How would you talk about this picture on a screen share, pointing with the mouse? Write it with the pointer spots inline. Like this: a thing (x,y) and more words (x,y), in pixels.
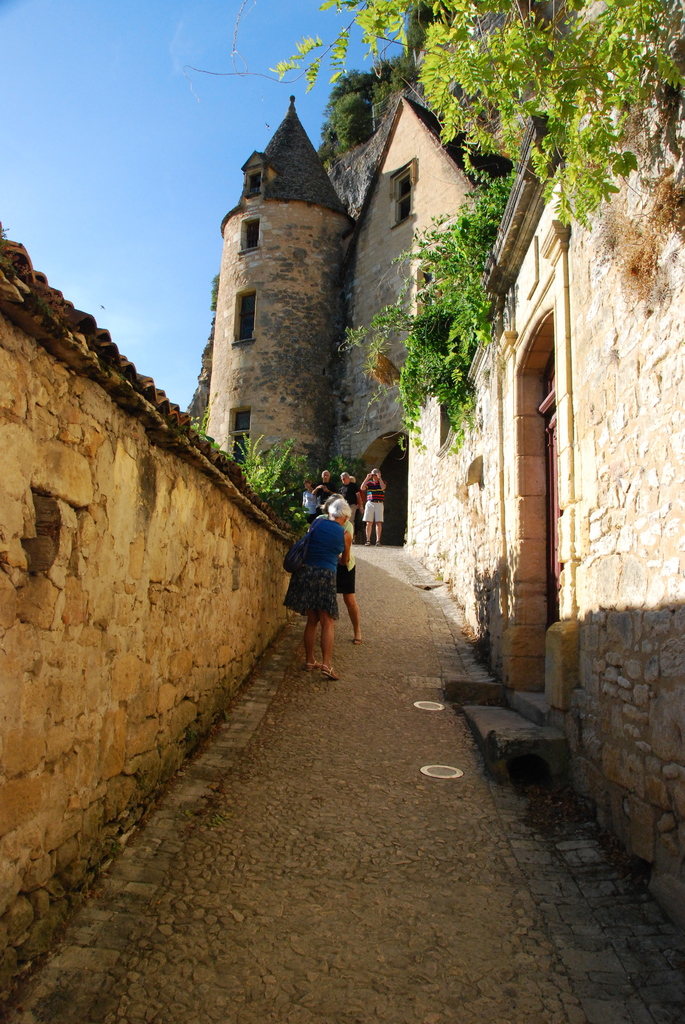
This image is taken outdoors. At the top of the image (149,138) there is the sky (156,143). At the bottom of the image (346,932) there is a floor (318,776). On the left side of the image (74,504) there is a wall (110,487) and there is a plant (279,484). On the right side of the image (550,327) there are two houses (280,379) and there is an architecture (275,335) with walls (267,348), windows (256,236), doors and roofs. There are a few trees (401,85) and plants (474,199). In the middle of the image (339,548) a few people (341,565) are walking on the floor (316,802) and a few (371,504) are standing.
